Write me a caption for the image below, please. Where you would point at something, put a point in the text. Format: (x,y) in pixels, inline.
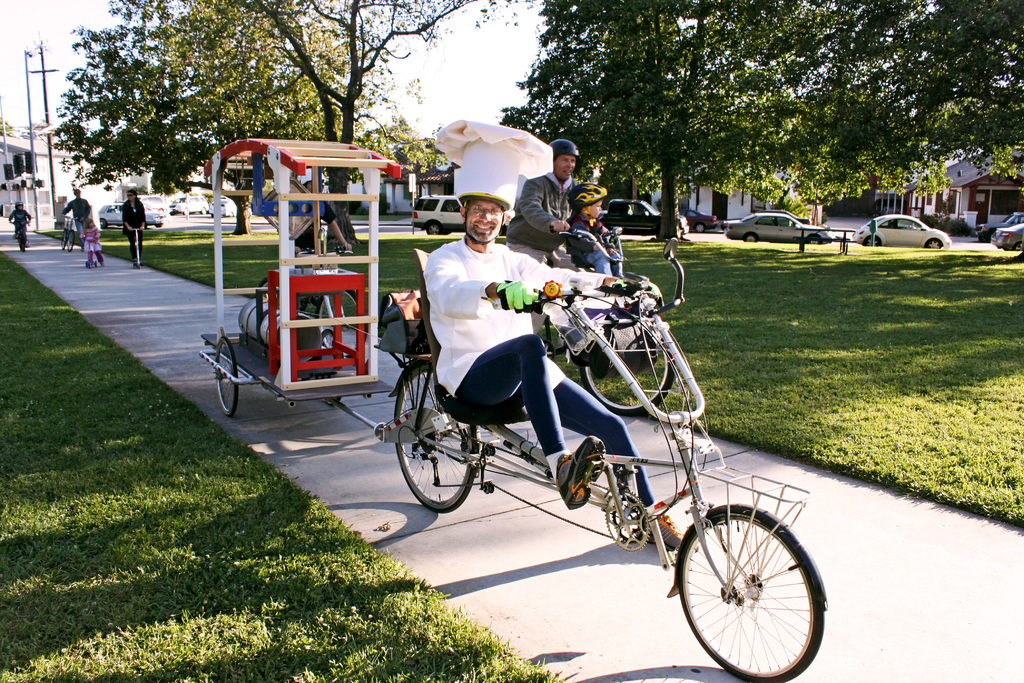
In the center of the image (498,361) there are people (86,234) cycling on the road (590,595). On both right and left side of the image (161,595) there is grass (164,602) on the surface (134,606). On the right side of the image (757,211) there are cars (913,216) parked on the road (848,218). There are current poles (37,200). In the background of the image (671,79) there are trees (762,98), buildings (960,178) and sky (474,74).
